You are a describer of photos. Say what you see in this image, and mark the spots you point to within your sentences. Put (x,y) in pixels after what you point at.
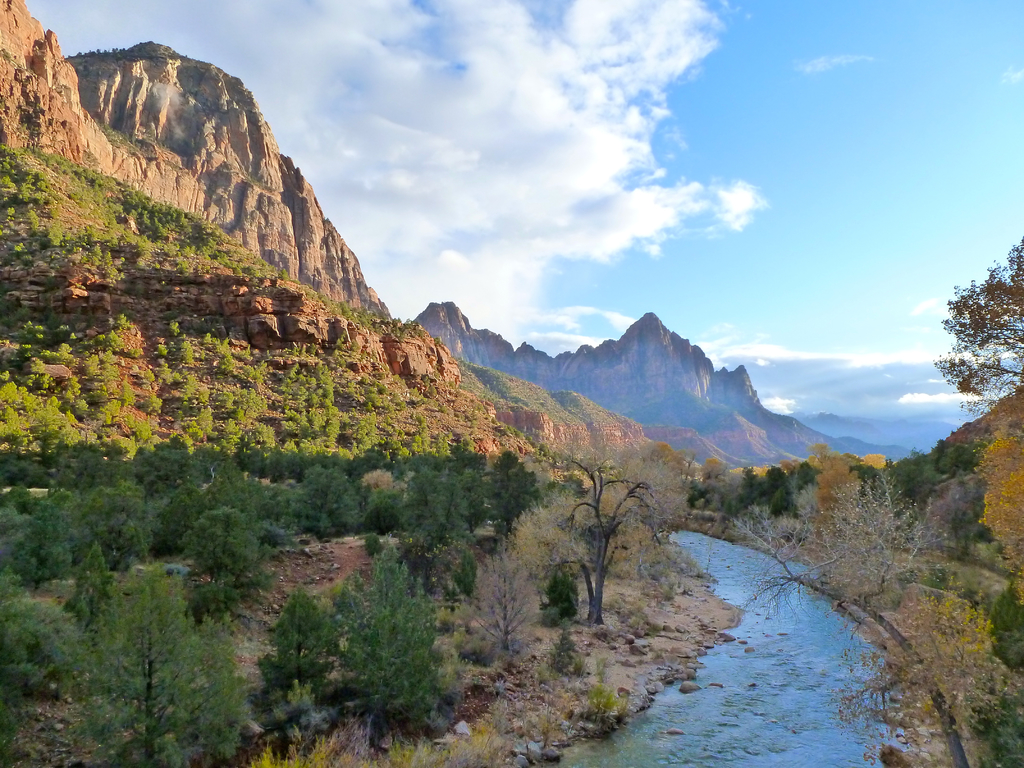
In this image we can see sky (475,234) with clouds (429,229), hills (501,352), trees (391,519), rocks (708,630) and a river (788,593).
